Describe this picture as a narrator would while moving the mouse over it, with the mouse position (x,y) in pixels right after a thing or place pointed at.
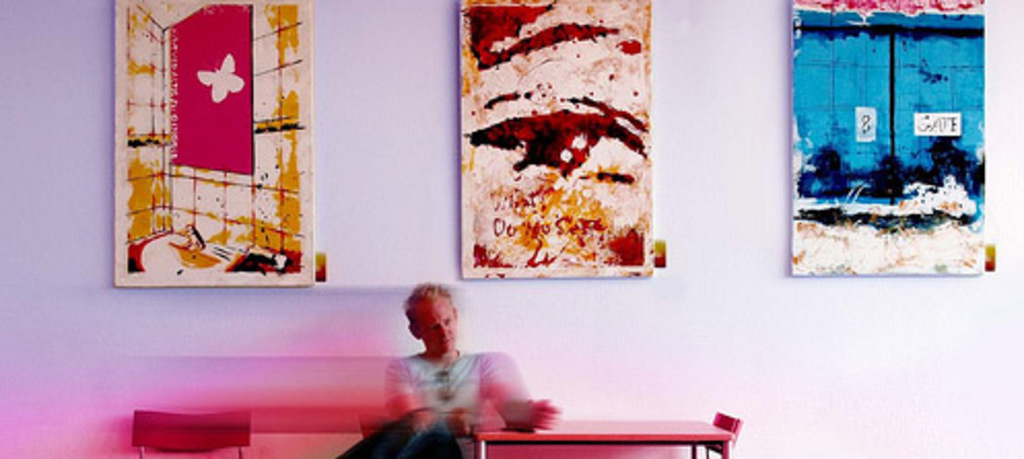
Here in this picture we can see a person (434,362) sitting on chair (382,411) with table (483,444) in front of him over there and we can also see other chairs (208,417) also present over there and behind him on the wall (363,314) we can see paintings (886,200) present over there.
